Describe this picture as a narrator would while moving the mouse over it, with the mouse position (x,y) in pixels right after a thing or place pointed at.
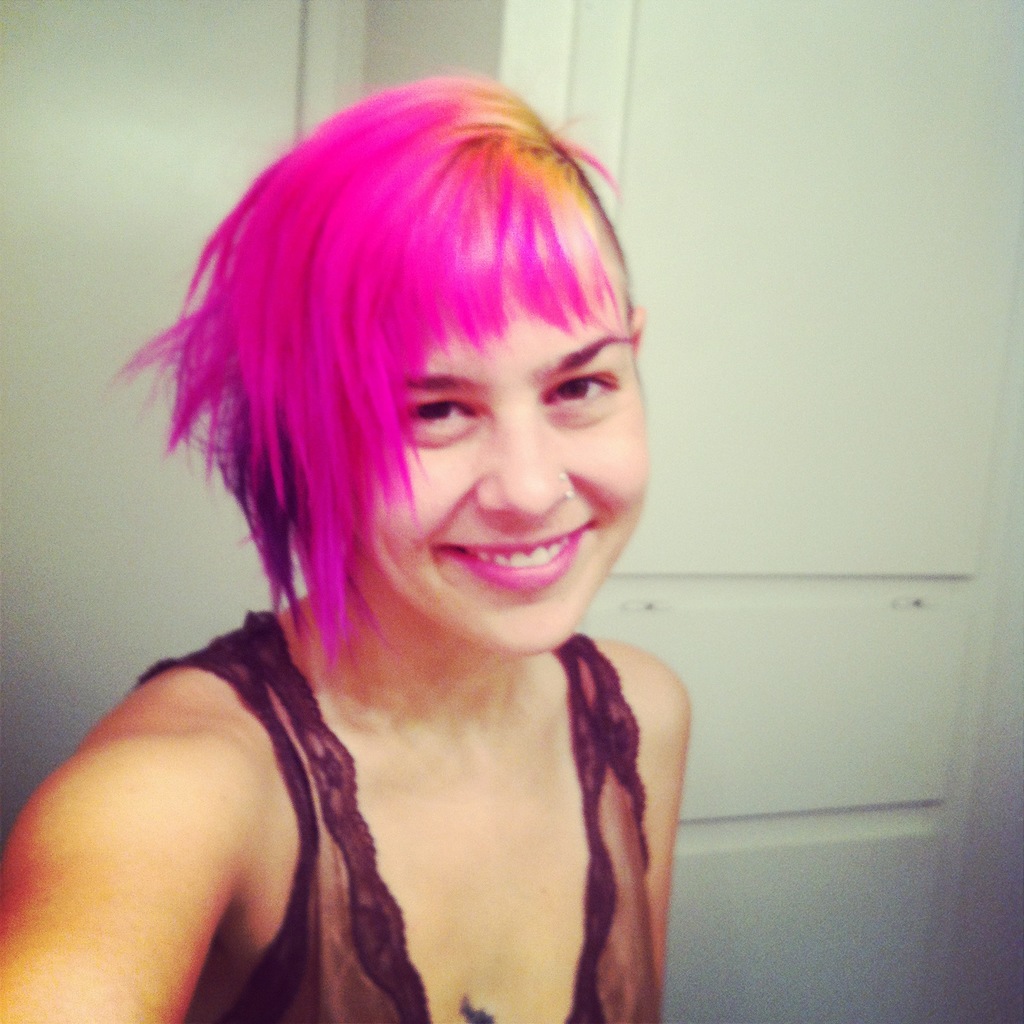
In the image we can see a girl (478,826) wearing clothes (598,819) and the girl (419,729) is smiling. This is a wall (100,206), white in color.
